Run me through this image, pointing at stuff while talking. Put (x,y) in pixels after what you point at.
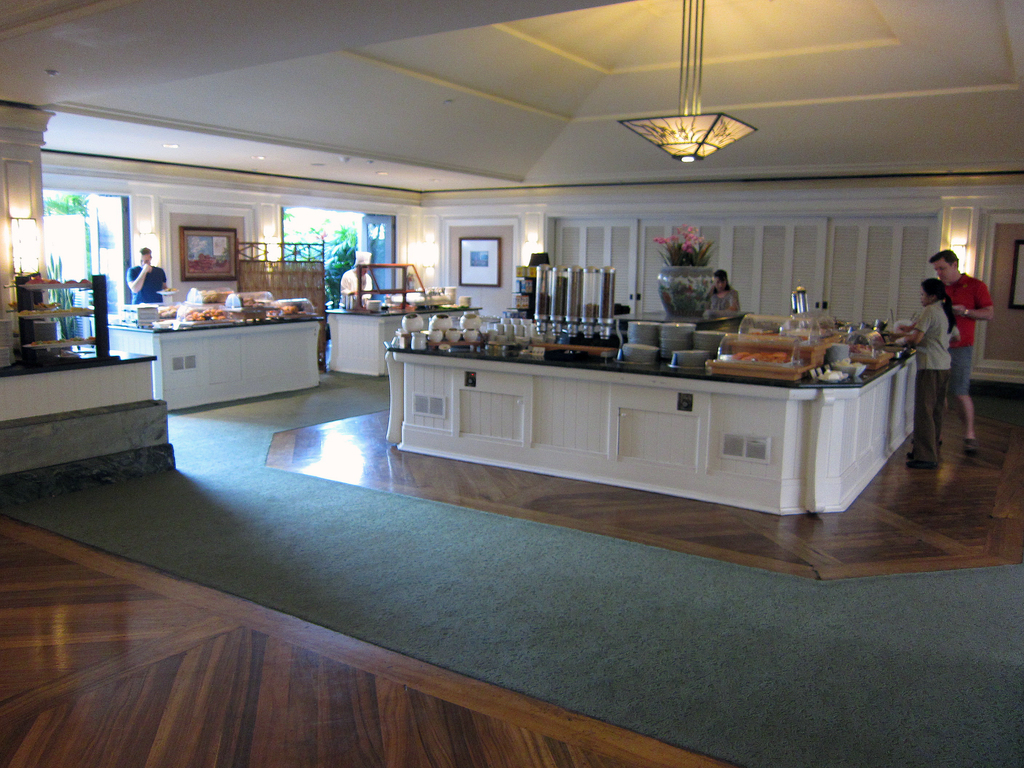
This image is clicked inside a buffet area (813,669), in the middle (559,362) there is a table (451,350) with bowls (413,326), vessels (508,327), plates (670,344), food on it and a flower vase (672,277) in the middle of it, on the right side (944,308) there are two persons (949,309) standing in front of the table (815,420), in the middle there is a chandelier (691,115) over the ceiling (656,54), on the left side (336,341) there are two other tables (315,341) with two persons (350,287) standing behind it with food bowls (172,307) on it.
